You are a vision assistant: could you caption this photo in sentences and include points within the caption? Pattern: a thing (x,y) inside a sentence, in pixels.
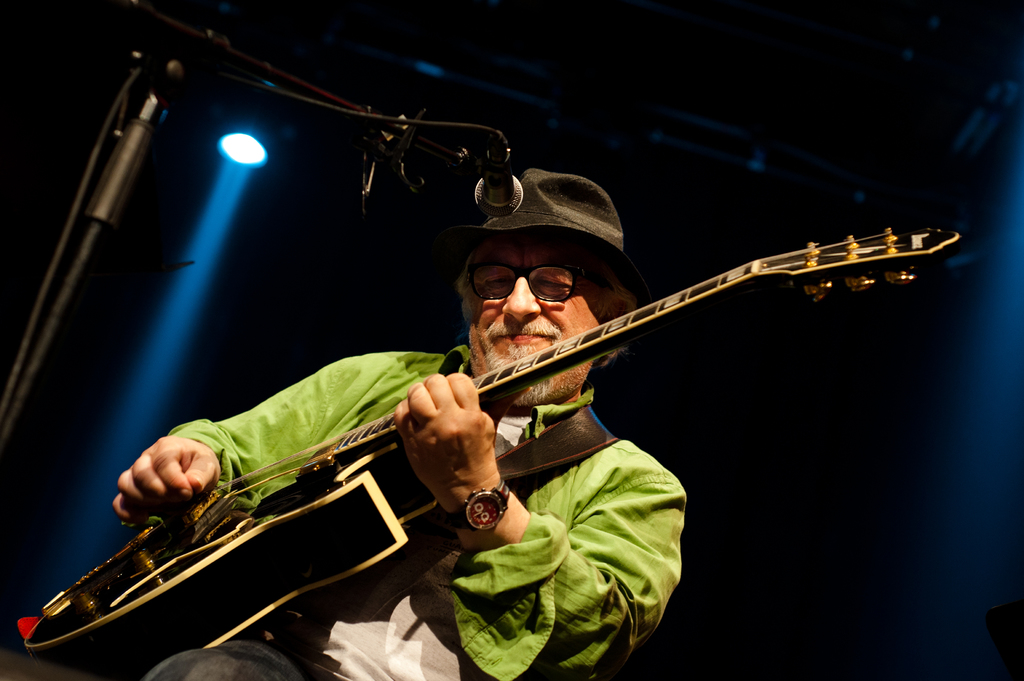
In the image we see there is a person (500,551) who is holding guitar (628,334) in his hand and he is wearing a wrist watch (496,503) and a black hat (552,211).
